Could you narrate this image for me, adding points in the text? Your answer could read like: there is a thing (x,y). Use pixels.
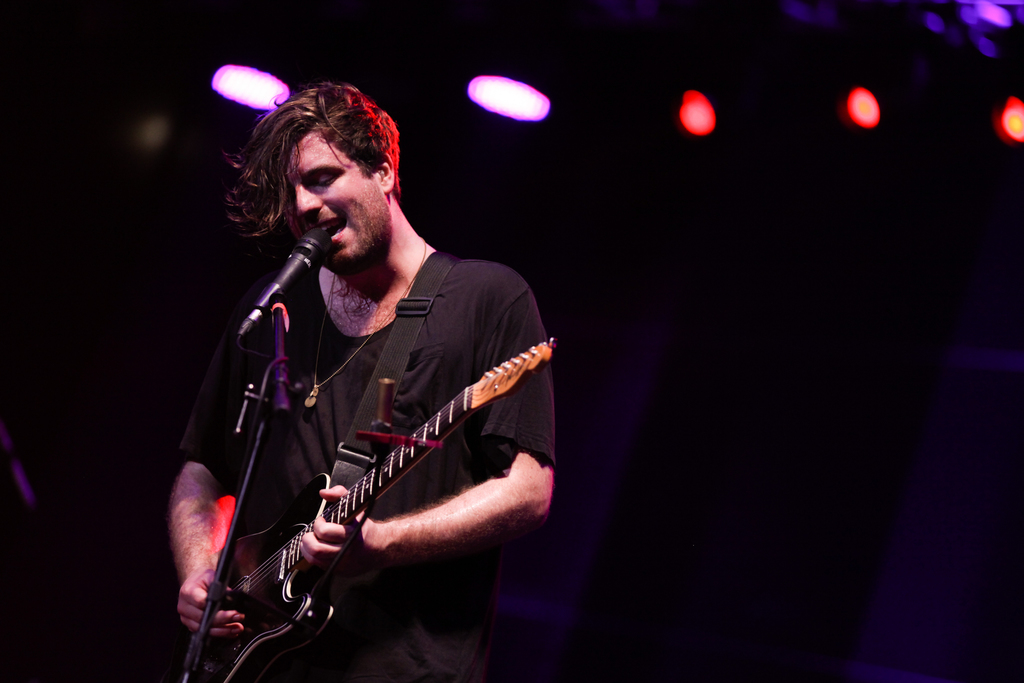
In this image we can see a person (459,307) standing and playing a guitar (274,652), there is a microphone (305,268) in front of him and there are lights (1014,114) in the background (1017,101).
